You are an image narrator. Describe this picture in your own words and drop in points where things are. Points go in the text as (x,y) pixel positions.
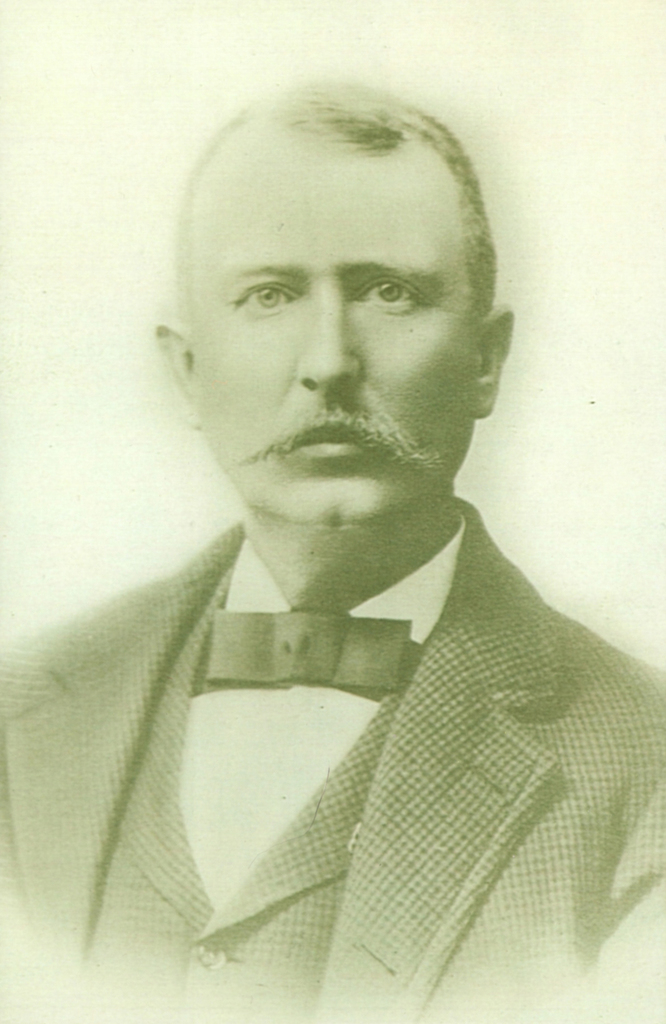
This image is a photograph of a man (301,813). He is wearing a suit (184,834).
